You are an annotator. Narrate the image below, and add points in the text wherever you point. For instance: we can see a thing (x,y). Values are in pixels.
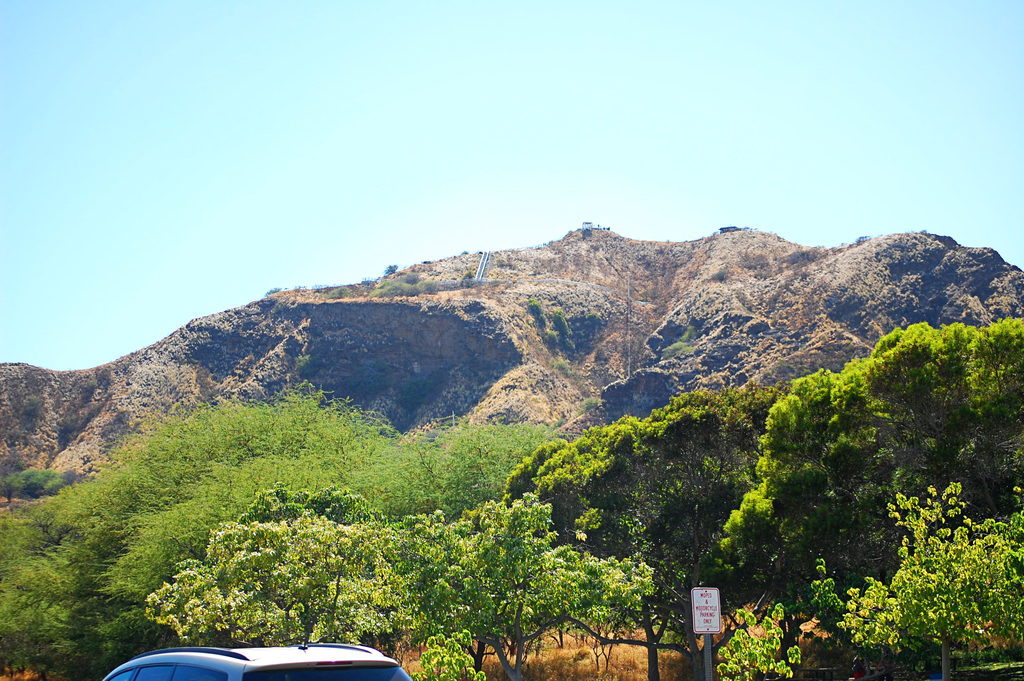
This image is clicked outside. There are trees (517,539) at the bottom (459,601). There is a car (381,666) at the bottom (179,672). There is sky (540,122) at the top (443,155). There are hills (513,338) in the middle (563,350).
